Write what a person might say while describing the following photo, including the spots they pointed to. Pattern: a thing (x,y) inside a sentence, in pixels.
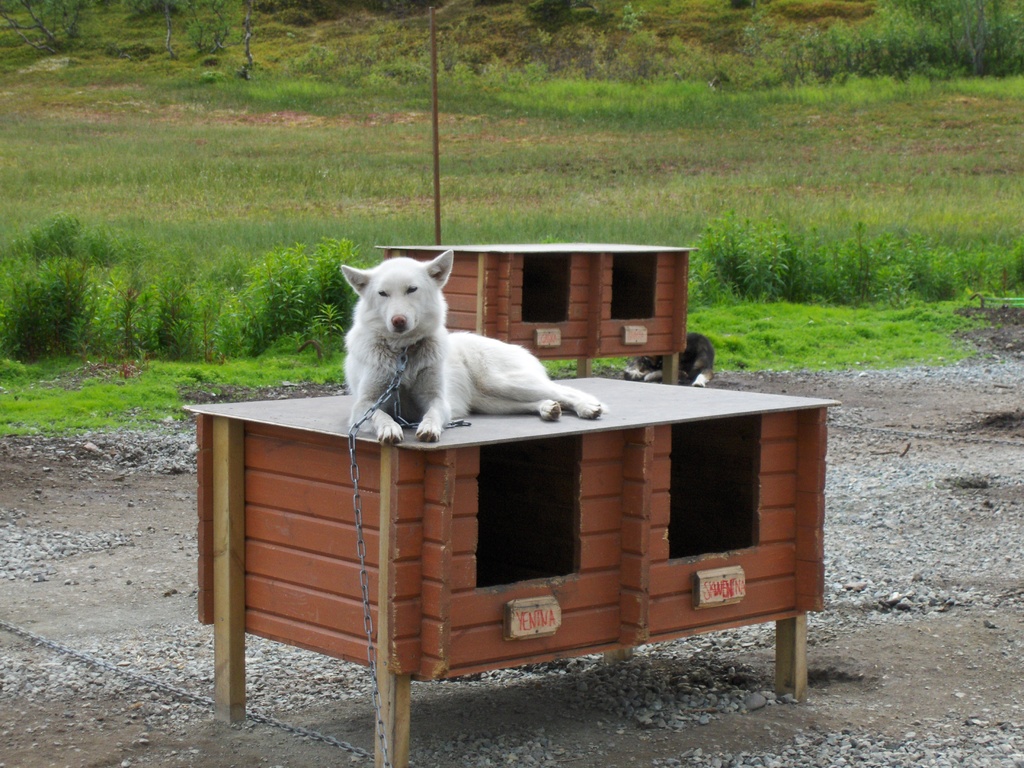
In the image we can see there is a dog house (620,435) on which there is a dog (425,369) sitting on the other side. There is another dog house (668,295) on the ground (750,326) there is another dog (696,362) sitting. At the behind there is lot of greenery (496,123).
